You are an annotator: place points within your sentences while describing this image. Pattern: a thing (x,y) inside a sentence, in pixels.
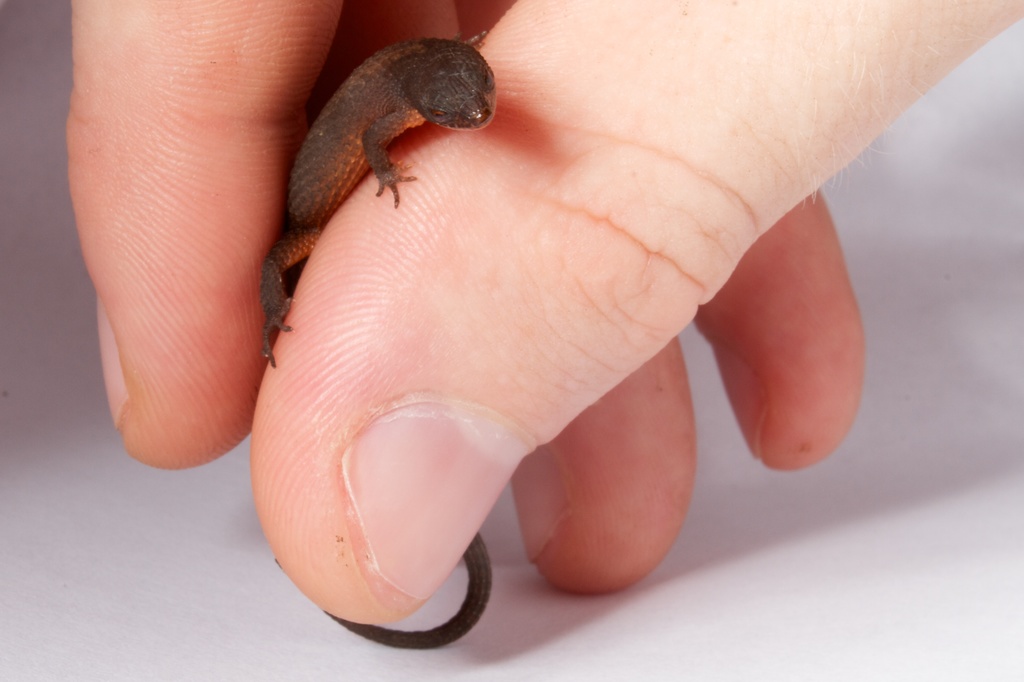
In the center of the image (617,327) we can see one human hand (480,305) holding one reptile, which is in brown color. And we can see the white color background (62,456).
